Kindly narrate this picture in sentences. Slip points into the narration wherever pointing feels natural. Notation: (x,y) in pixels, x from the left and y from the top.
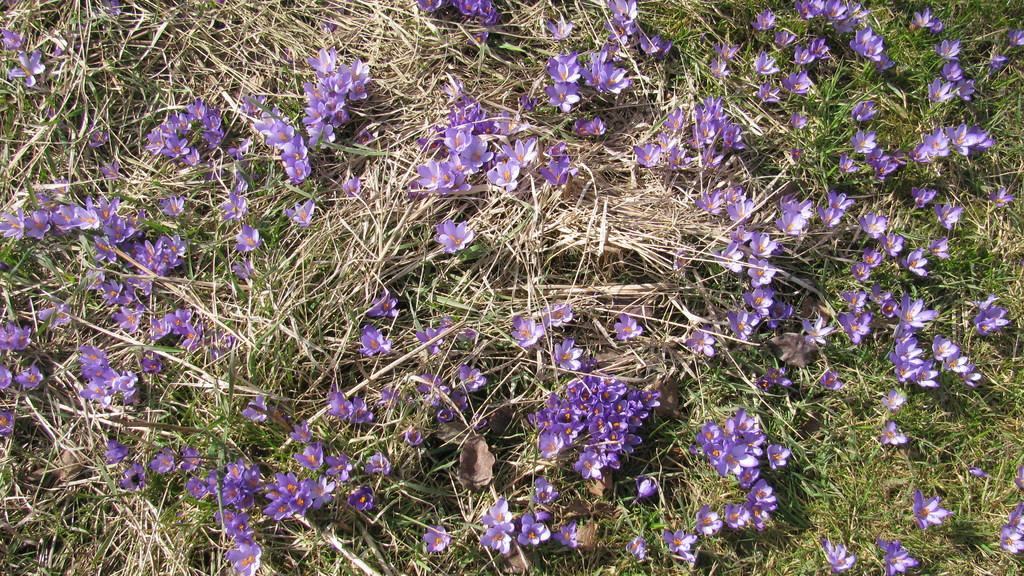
In this image we can see flowers (309,481) and grass (767,428).
